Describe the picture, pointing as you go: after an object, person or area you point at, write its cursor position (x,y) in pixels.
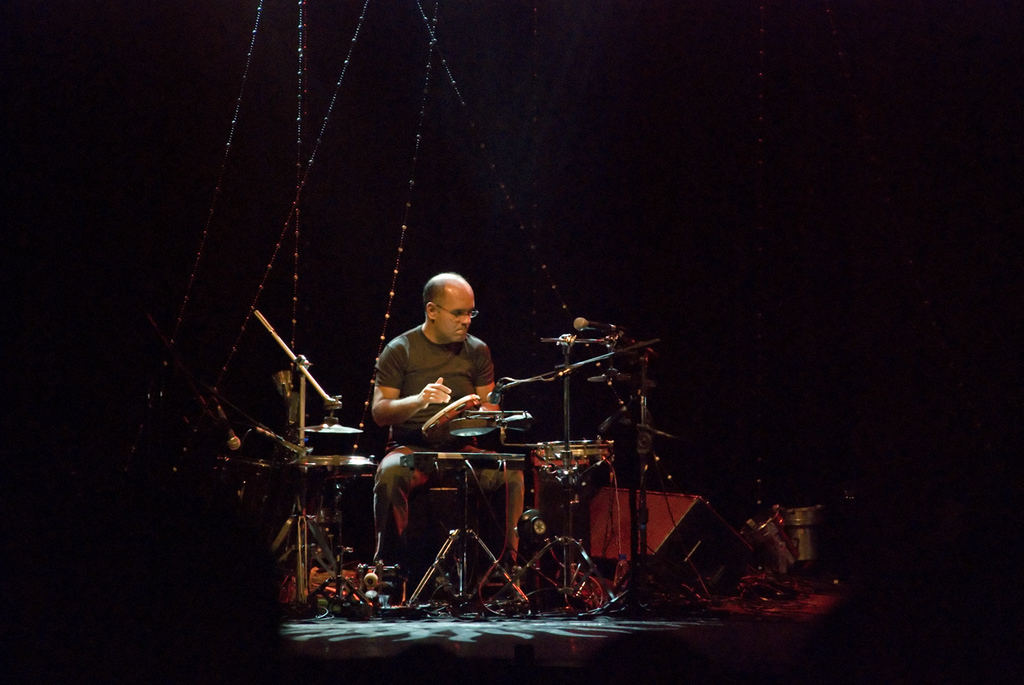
This image consists of a man (406,391) playing drums (507,420). In the front (494,516), we can see a band setup (618,513). And the background (776,390) is too dark.
